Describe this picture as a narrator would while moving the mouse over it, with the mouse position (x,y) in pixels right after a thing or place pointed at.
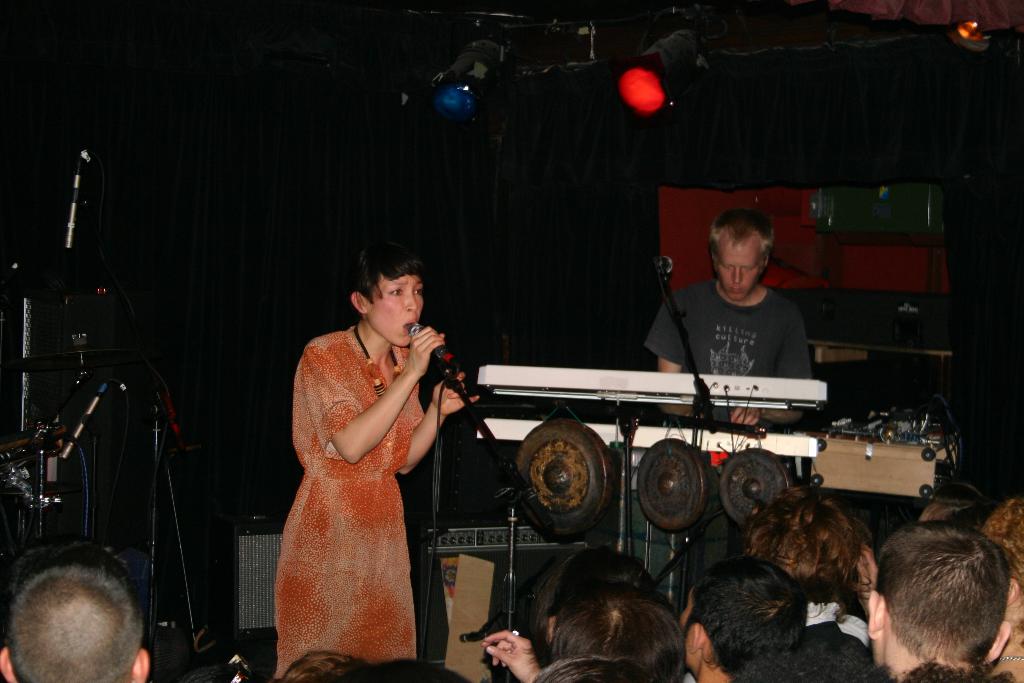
In the image there are a group of people (775,633) in the foreground (635,581) and in front of the people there is a woman (342,402) singing a song, around the woman (401,384) there are music equipment (670,491) and behind her there is a man (739,274) and he is playing a music instrument (683,391) and in the background (486,76) there are lights (486,42) and a curtain (482,115).
